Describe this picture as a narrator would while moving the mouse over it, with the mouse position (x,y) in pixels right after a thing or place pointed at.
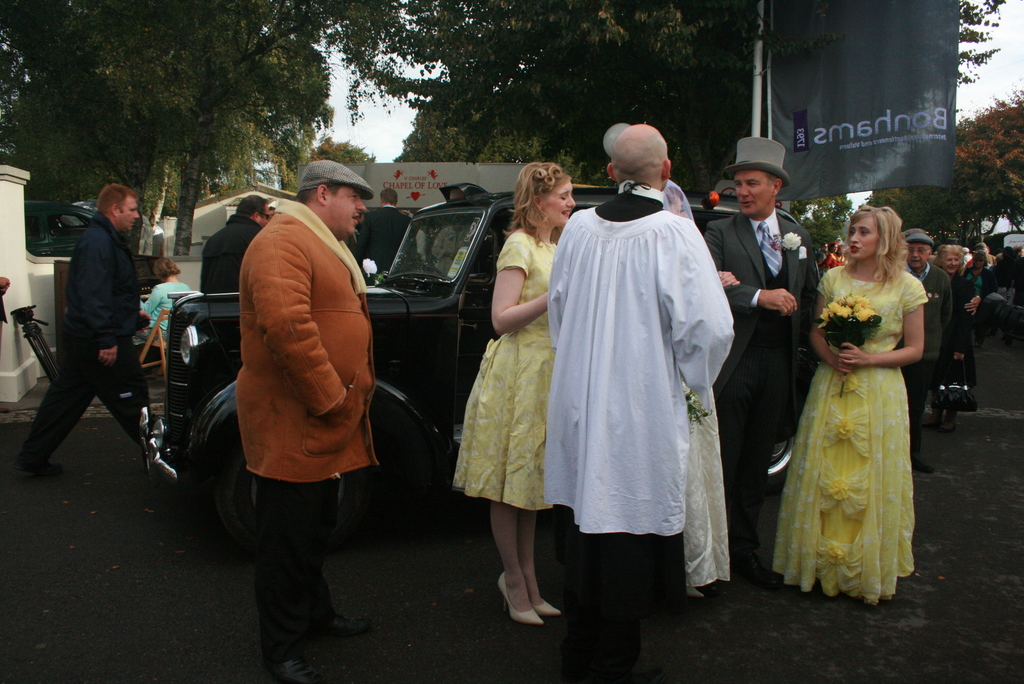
In this image few persons (879,441) are standing on the road (702,632). They are before a car (453,339). Few persons (978,343) are walking on the road (115,463). A person (152,311) is sitting on the chair (158,345). There is a stand (39,351) near the wall (29,360). A woman (869,471) wearing a yellow dress (878,385) is holding a bouquet (854,342). A person (794,325) wearing a suit (755,289) and tie (772,250) is wearing a cap (772,151). A woman (546,309) is wearing a yellow dress (532,375). A person (313,403) is wearing a orange jacket (328,345) and cap (332,163). Right side (956,373) few persons (962,344) are standing on the land (972,439). There is a banner (890,113) attached to the pole (757,102). Behind person's (335,185) there are few trees (174,195) and sky (403,138).
